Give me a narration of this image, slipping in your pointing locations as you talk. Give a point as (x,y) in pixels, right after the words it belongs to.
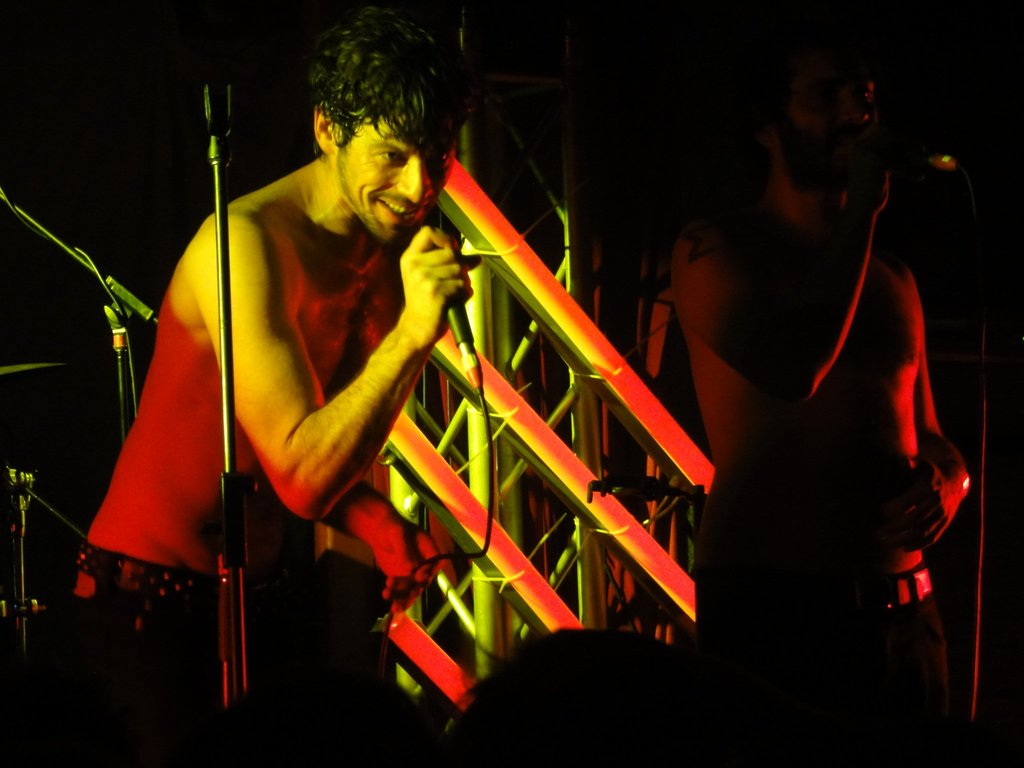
In this picture there are two people (236,222) standing and holding the microphones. In the foreground (218,90) there is a stand (212,137). At the back (521,272) there are objects (511,280). At the bottom (274,747) there might be people (391,689).
